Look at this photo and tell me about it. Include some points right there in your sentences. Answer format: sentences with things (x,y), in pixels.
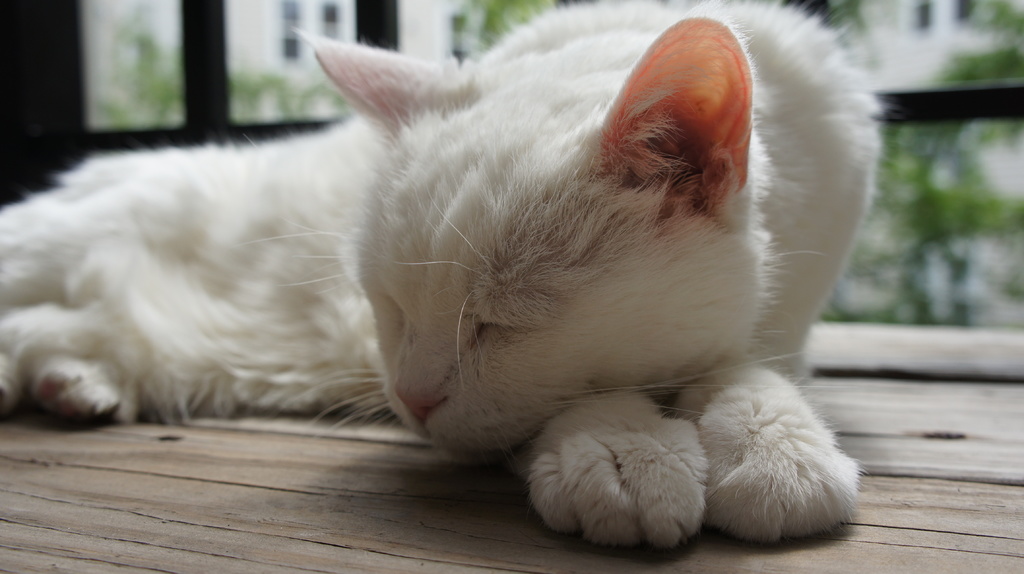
In this image we can see a cat (683,204). In the background of the image (151,89) there are glass windows (239,69) and an object (194,80). At the bottom of the image (301,502) there is a wooden surface (873,528).
